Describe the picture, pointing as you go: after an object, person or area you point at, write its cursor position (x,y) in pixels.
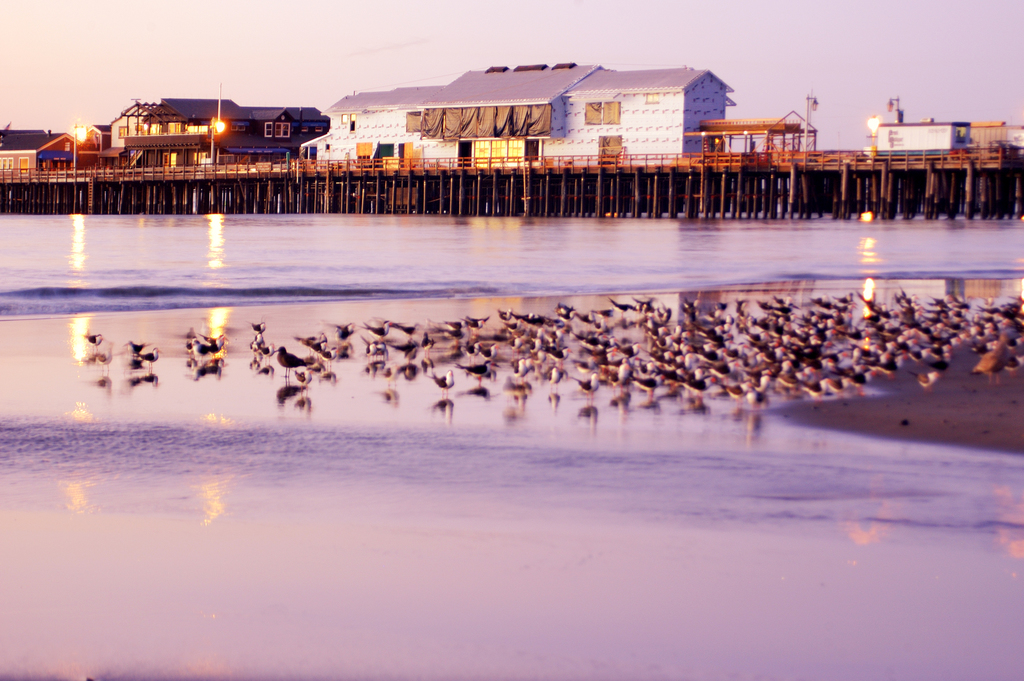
In this image we can see birds (648,365) on the water (544,427) and on the sand (973,362). In the background (356,163) there are houses (148,134) on the bridge (310,169) and we can see light poles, windows (961,131), roofs (326,118) and sky (21,82).
